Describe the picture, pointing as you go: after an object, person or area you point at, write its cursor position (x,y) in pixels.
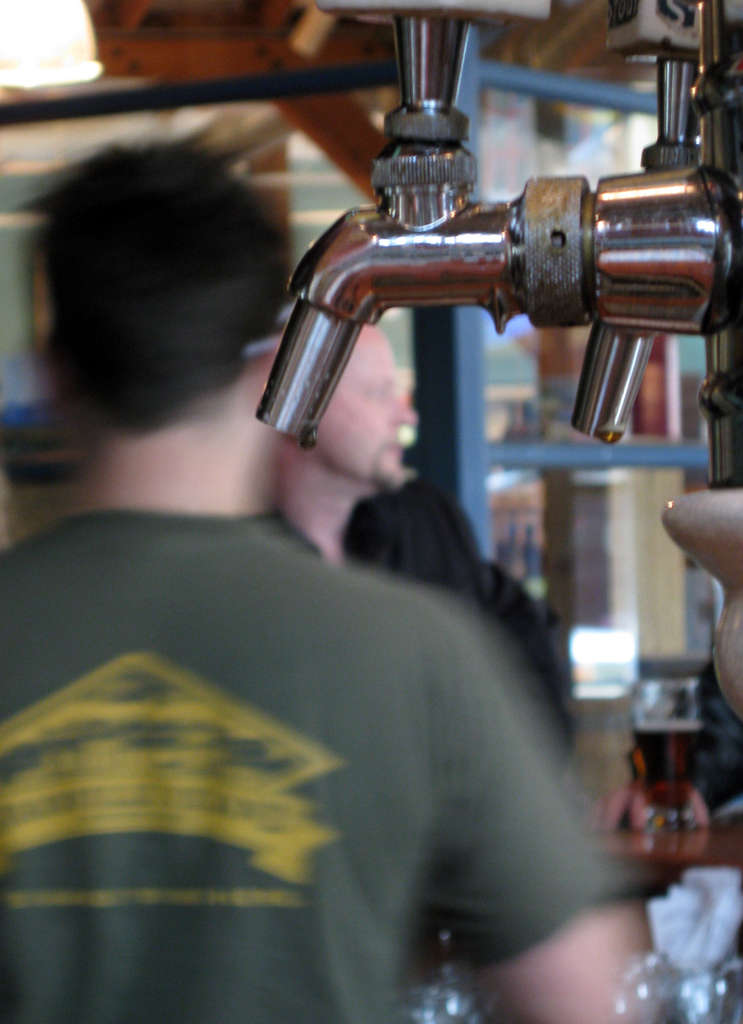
In this picture I can see a brewing machine (603,328) and couple of them (261,626) are standing.
